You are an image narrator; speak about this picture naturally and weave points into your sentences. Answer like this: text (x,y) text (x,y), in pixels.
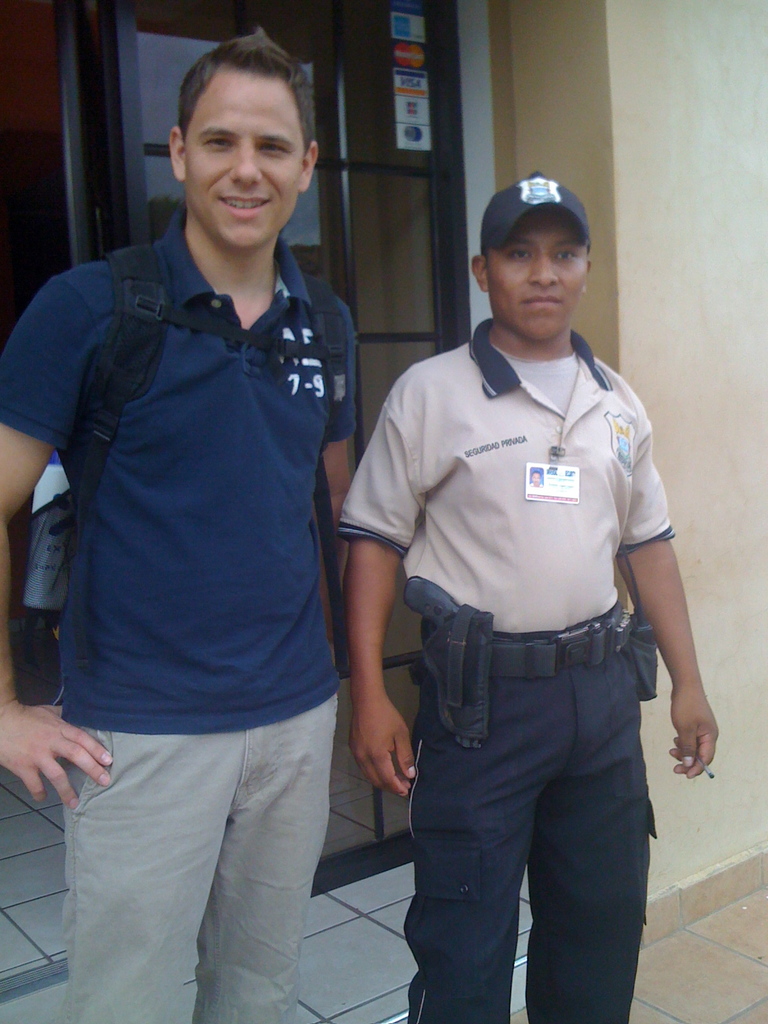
In this picture there is a person (278,508) with blue t-shirt (200,450) is standing and smiling and there is a person (540,705) standing. At the back (456,46) there is a building (634,245) and there are stickers (400,56) on the door (374,29). At the bottom (380,981) there are tiles (322,1006). There is a reflection (294,242) of sky (172,99) and tree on the door (212,44).
